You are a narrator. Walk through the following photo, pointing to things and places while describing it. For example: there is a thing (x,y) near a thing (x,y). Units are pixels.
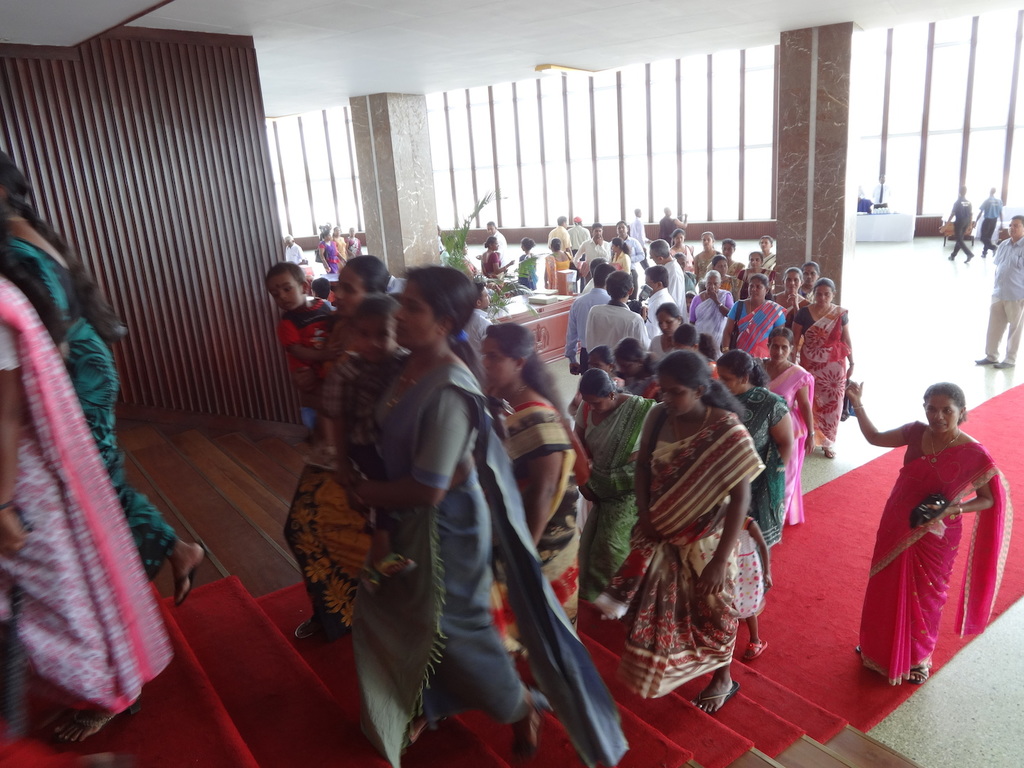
In this image we can see some group of persons (624,413) walking through the stairs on which there is red color carpet (807,653) and in the background of the image (456,244) there are some tables (575,297), plants (459,257) and a wall (691,172).
